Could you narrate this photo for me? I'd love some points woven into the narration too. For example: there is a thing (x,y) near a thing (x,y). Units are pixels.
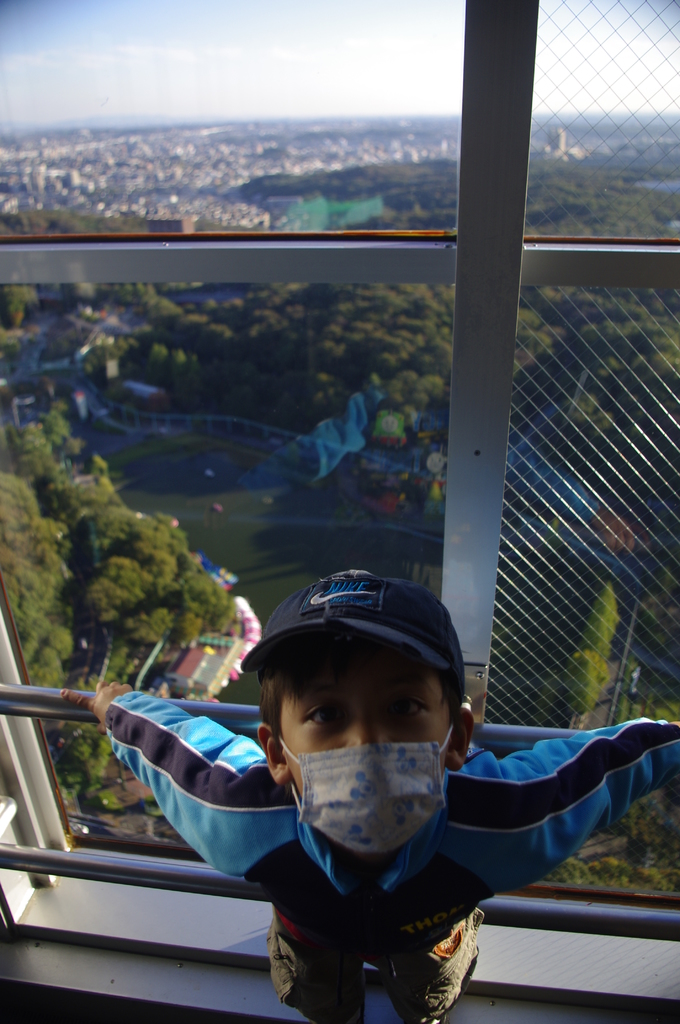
In this image there is a boy (430,835) wearing a blue jacket (471,823) is before metal rods (504,735). Behind there is a window (651,605). Boy (378,796) is wearing mask (390,762) and cap (435,654). From the window (84,643) few trees (33,595), buildings (217,163) and sky (192,109) are visible.
